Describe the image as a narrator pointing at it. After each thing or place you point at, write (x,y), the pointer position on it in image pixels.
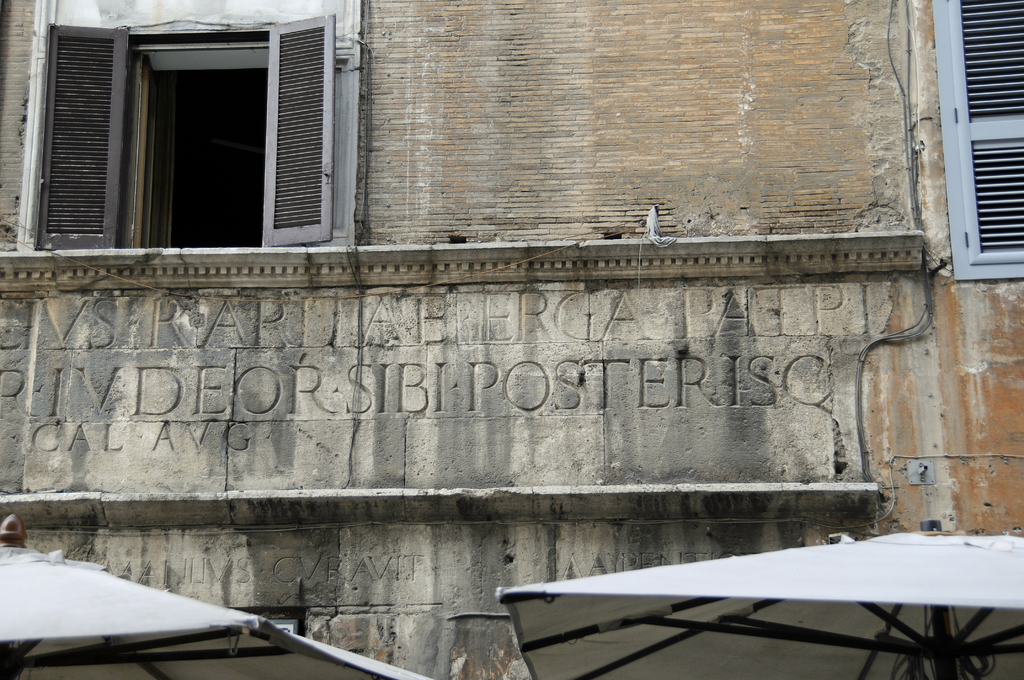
It seems like old building (865,252). We can able to see 2 windows (994,96). 1 window (295,133) is open and the other window (977,169) is in closed. The wall (661,165) is in cream color. There are 2 umbrellas (165,596) in-front of this building (646,428). The umbrellas (110,628) are in white color.
